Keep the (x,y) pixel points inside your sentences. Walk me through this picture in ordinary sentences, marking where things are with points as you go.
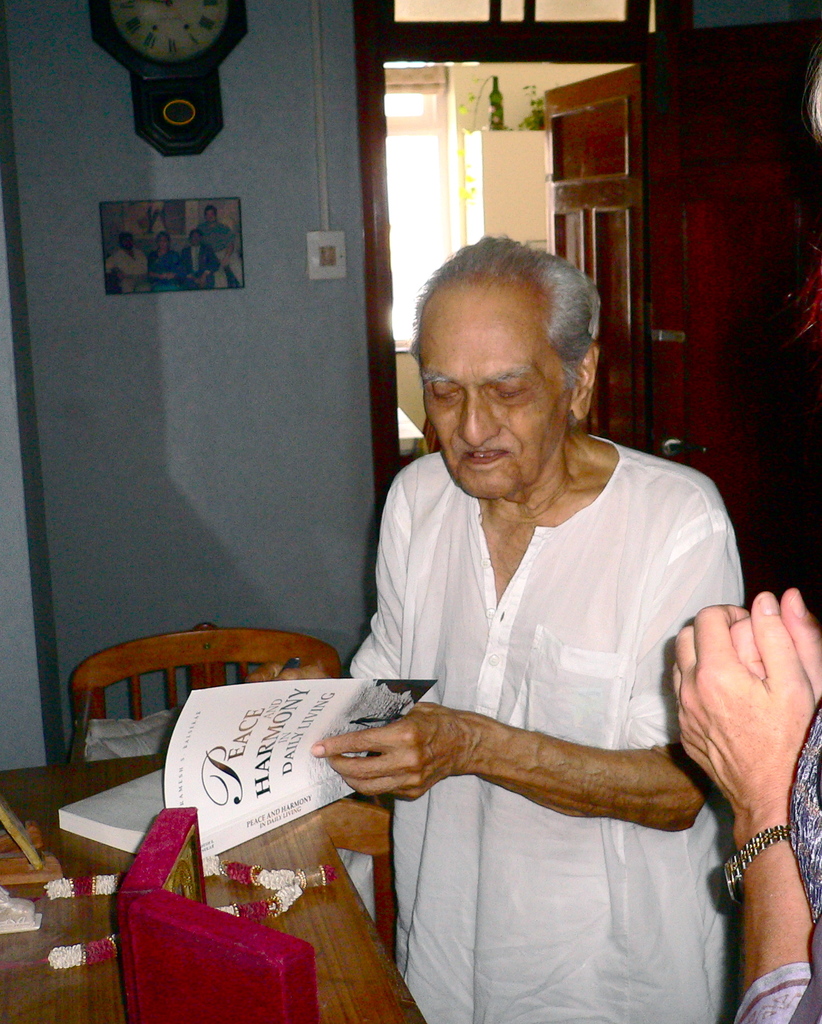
In this image I can see a man (426,376) is standing and holding a book (300,799). I can see he is wearing, white dress (452,813) and here I can see something is written. I can also see a chair (172,707), a table (91,936) and on this table (68,1023) I can see few stuffs (171,877). Here I can see hands (737,684) of a person (734,698) and in the background (577,147) I can see door (580,194) and on this wall (116,199) I can see a clock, a frame (214,288) and a switch board (327,250).
